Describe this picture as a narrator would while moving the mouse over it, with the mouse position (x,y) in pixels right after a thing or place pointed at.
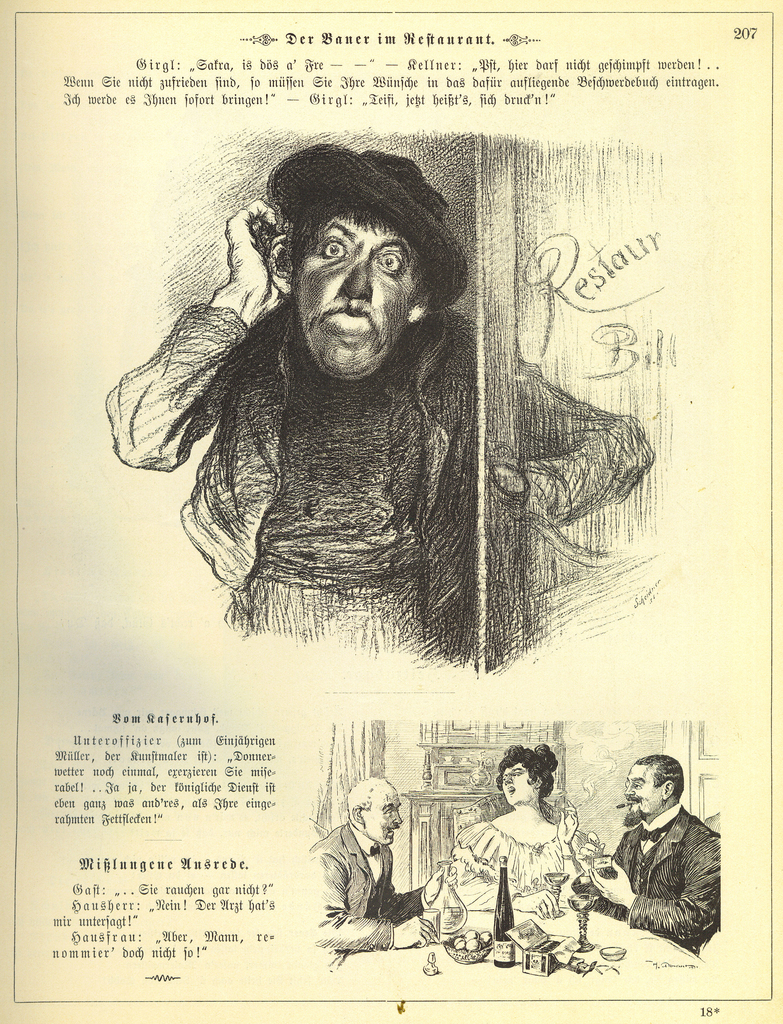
In this image we can see there are some text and drawing (243,634) on the page (449,503), and at the top right hand corner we can see the page number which is 207.
